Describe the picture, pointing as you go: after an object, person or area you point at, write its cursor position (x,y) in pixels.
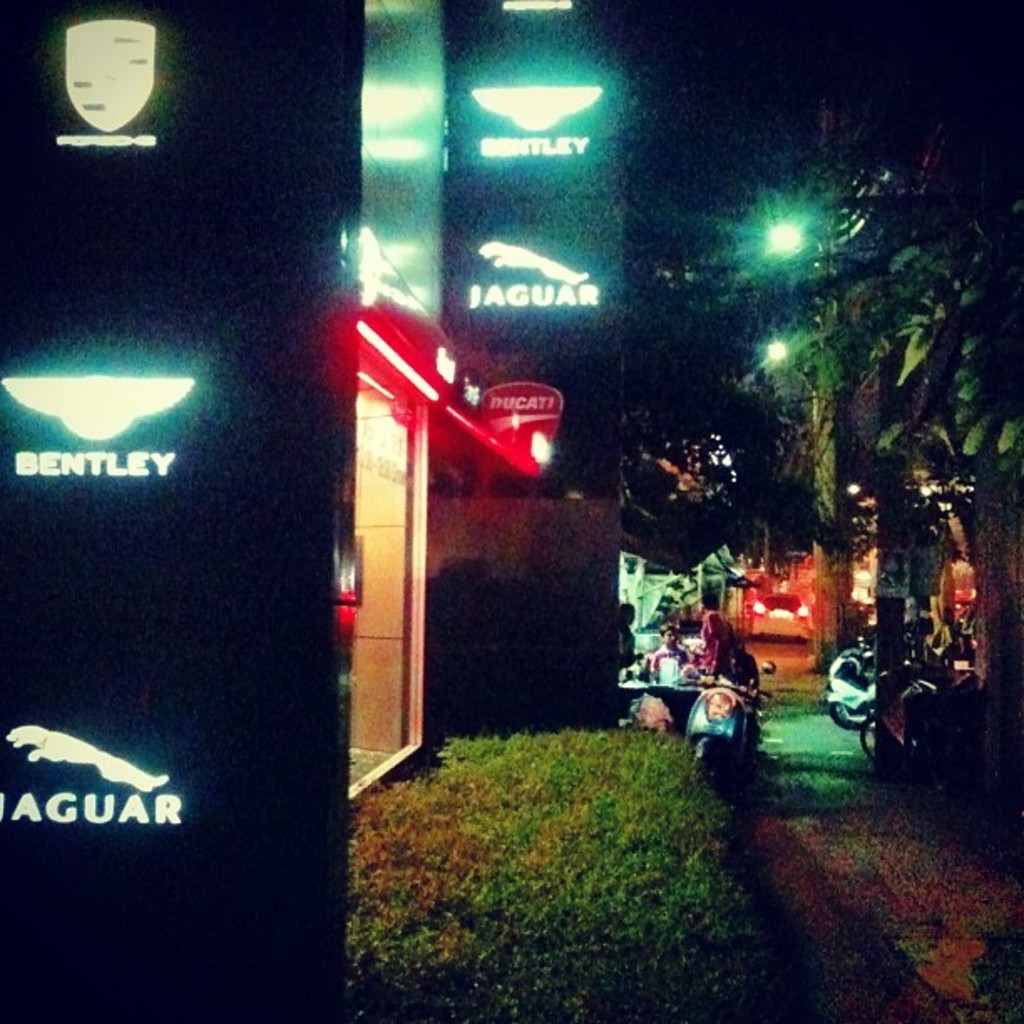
In the image I can see a place (462,579) where we have a building (530,503) to which there are some lights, boards (101,80) and also I can see some people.
